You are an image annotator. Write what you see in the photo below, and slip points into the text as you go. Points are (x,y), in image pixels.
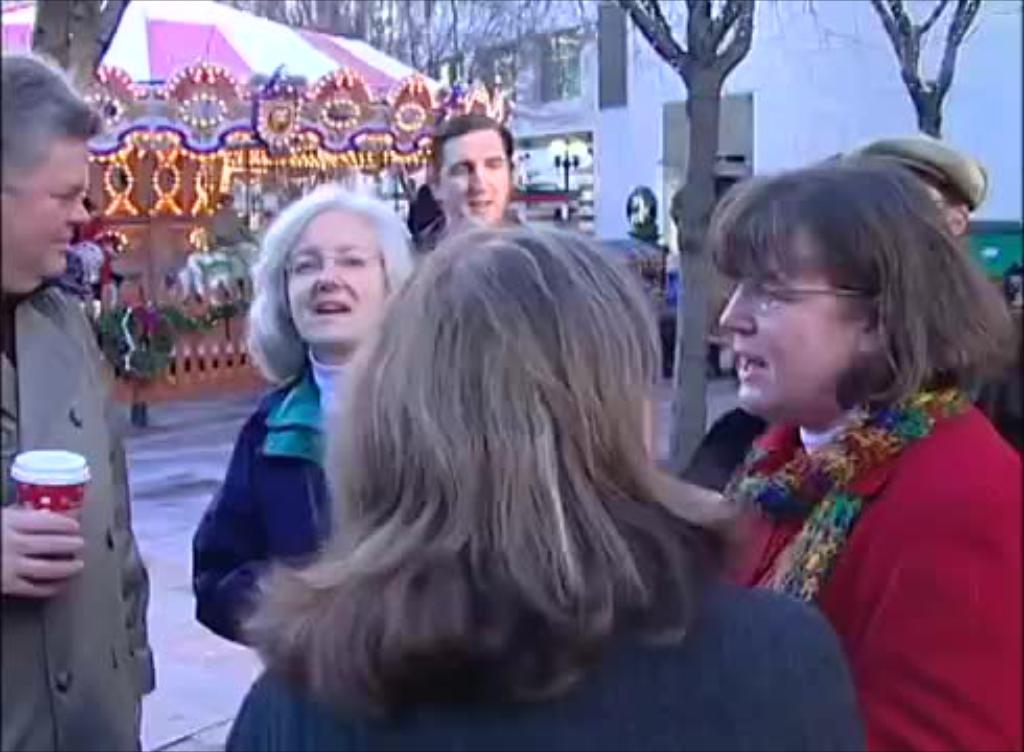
In this picture we can see a group of people (592,456) standing on the path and a man (25,614) is holding a cup (40,497). Behind the people (99,408) there are trees (687,332), buildings (601,125) and other things (208,217).
